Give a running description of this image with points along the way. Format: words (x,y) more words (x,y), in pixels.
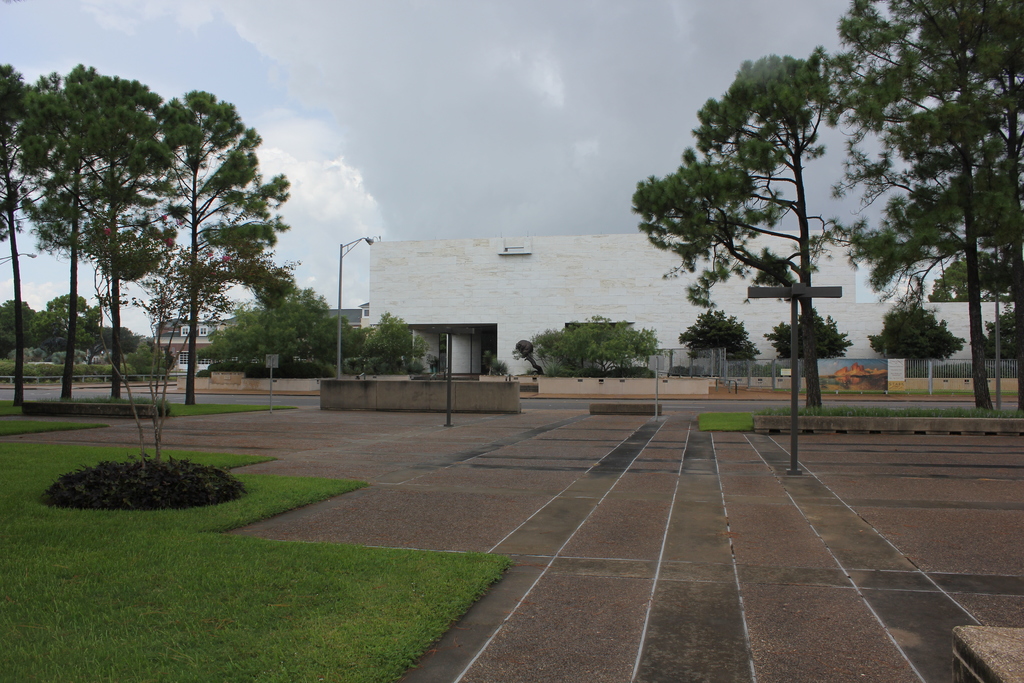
In this image we can see some buildings (529,273) with windows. We can also see a fence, a group of trees (603,356), plants (299,369), boards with poles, grass (317,620), street poles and the sky (384,198) which looks cloudy.
